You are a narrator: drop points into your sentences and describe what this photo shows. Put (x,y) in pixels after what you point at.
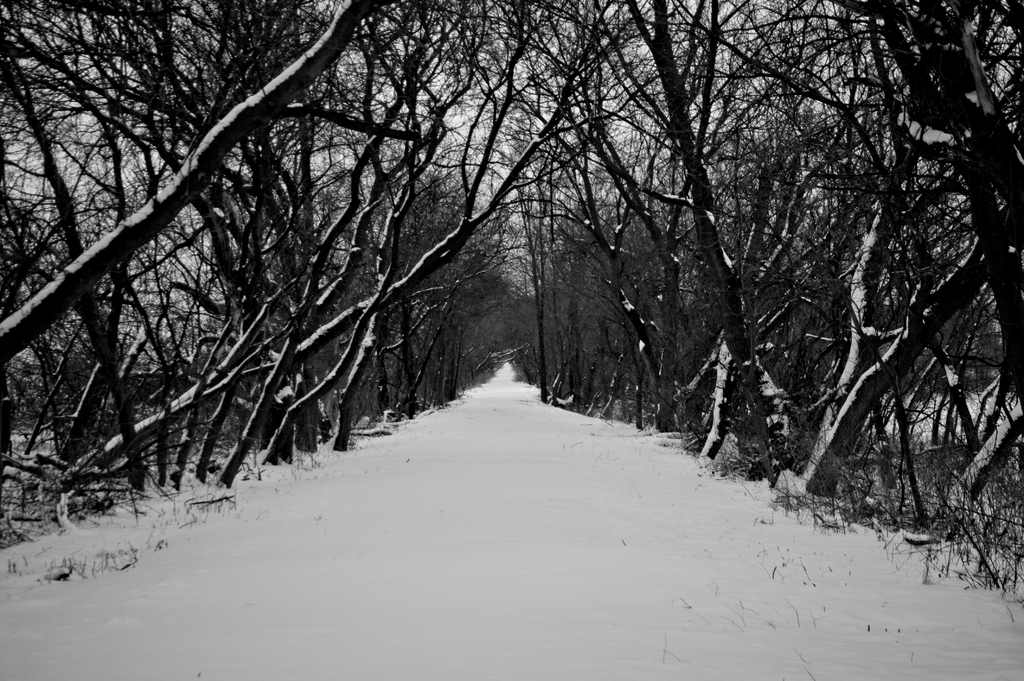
In this image I can see the path (455,501) and white colored snow (537,464) on the path (465,483). I can see few trees (325,264) which are black in color on both sides of the path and some snow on the trees (438,296). In the background (351,166) I can see the sky (445,125).
